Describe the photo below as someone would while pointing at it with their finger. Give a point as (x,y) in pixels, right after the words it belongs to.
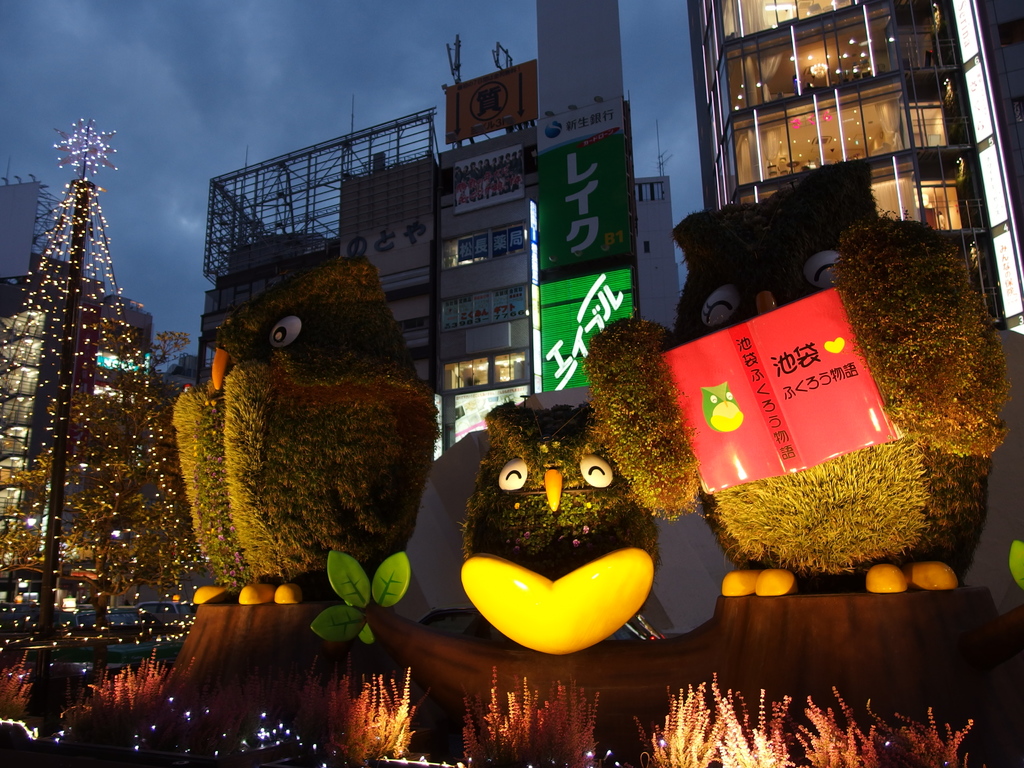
In the center of the image (584,502) there are depictions of birds (590,454). At the bottom of the image (495,721) there are plants (242,717). To the left side of the image (81,400) there is a Christmas tree (83,305). In the background of the image (834,131) there are buildings (714,194). There are banners (472,242) with some text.
